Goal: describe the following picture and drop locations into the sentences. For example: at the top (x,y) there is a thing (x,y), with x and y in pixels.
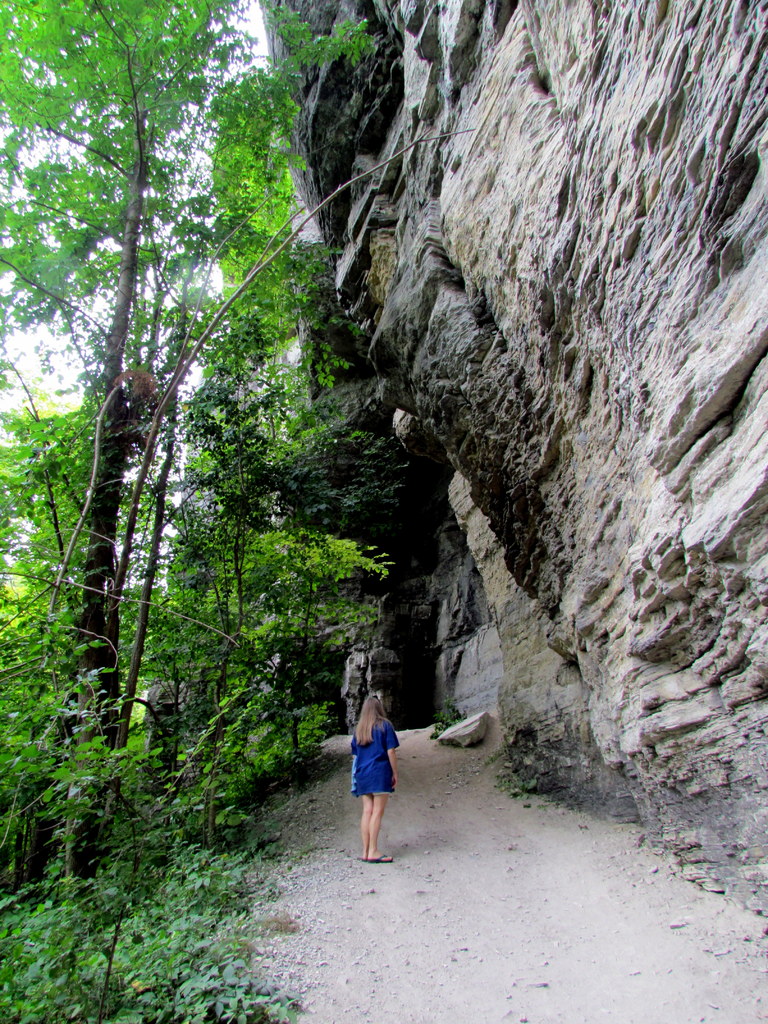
In this image I can see the person (381,767) standing and the person (377,781) is wearing blue color dress (359,784). In the background (371,354) I can see the rock (459,272), few trees (252,306) in green color and the sky (53,339) is in white color.
